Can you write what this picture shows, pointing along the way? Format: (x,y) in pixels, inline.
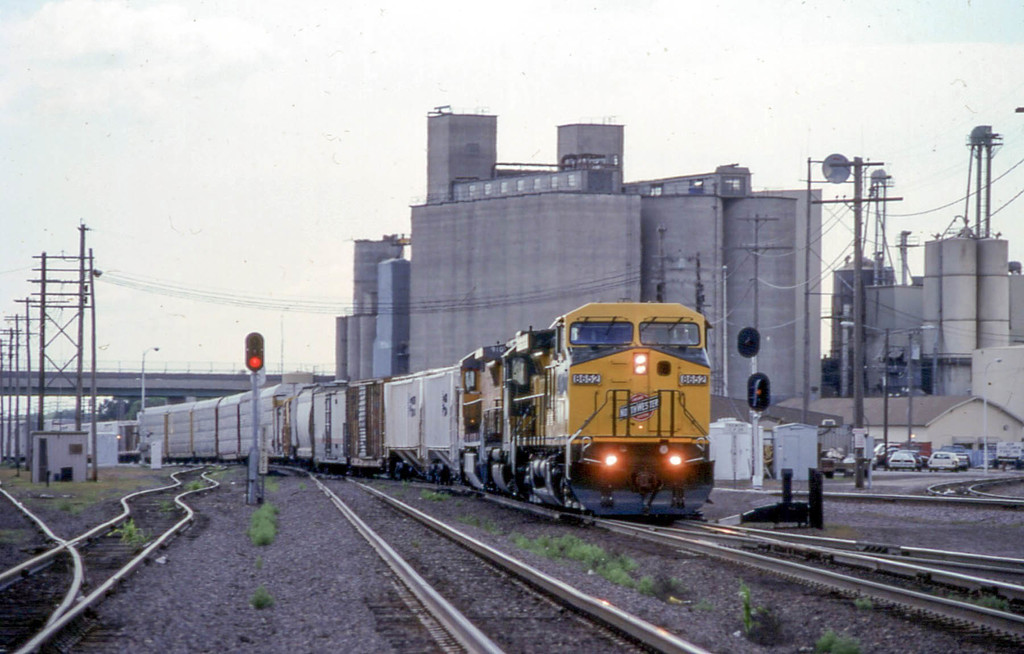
This picture consists of railway track (888,503) on the track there is a train (568,432) and there is signal light (262,360) and pole (251,448) visible. There are some buildings (722,237), power line cables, poles (856,449), some vehicles (906,449), road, plant (977,267) visible on the right side (978,225), at the top (715,70) there is the sky (100,279), on the left side (27,421) there is a pole (45,348) and bridge (88,372) visible.
